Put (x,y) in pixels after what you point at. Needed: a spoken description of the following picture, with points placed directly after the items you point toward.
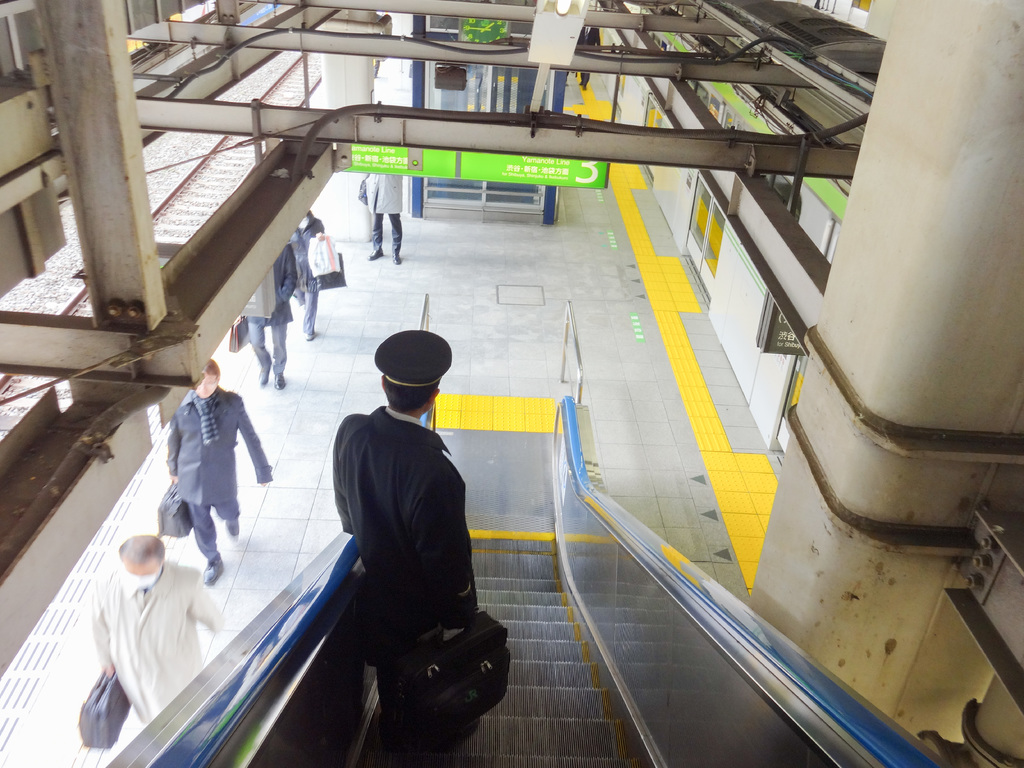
In this image we can see a man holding a bag (467,674) standing on the escalator (528,717). We can also see a group of people (202,463) holding the bags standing on the ground (263,413). We can also see a signboard (438,159) with some text (531,170) on it, a pillar (956,545), some metal poles (467,7) with pipes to a roof (261,172) and the track (175,205).
